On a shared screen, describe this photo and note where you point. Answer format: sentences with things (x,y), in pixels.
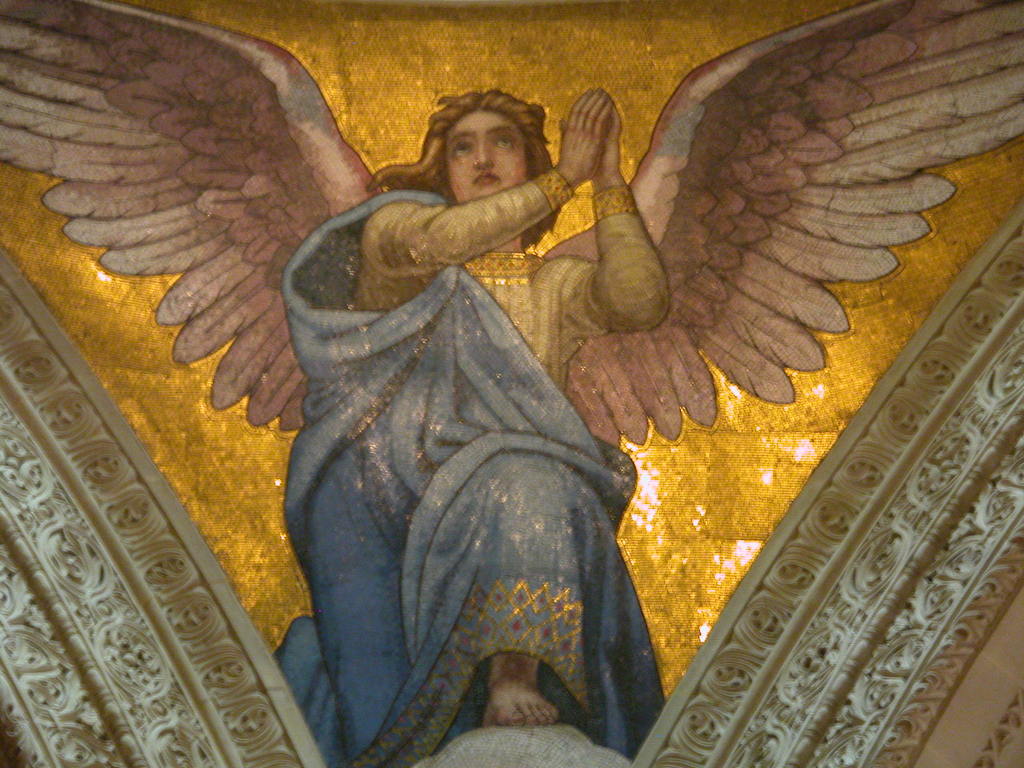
In this image I can see the painting (476,441) of the person (453,313) wearing blue colored dress (445,481) and I can see the wings (747,145) to the person (314,332). I can see the gold colored background (502,58).
